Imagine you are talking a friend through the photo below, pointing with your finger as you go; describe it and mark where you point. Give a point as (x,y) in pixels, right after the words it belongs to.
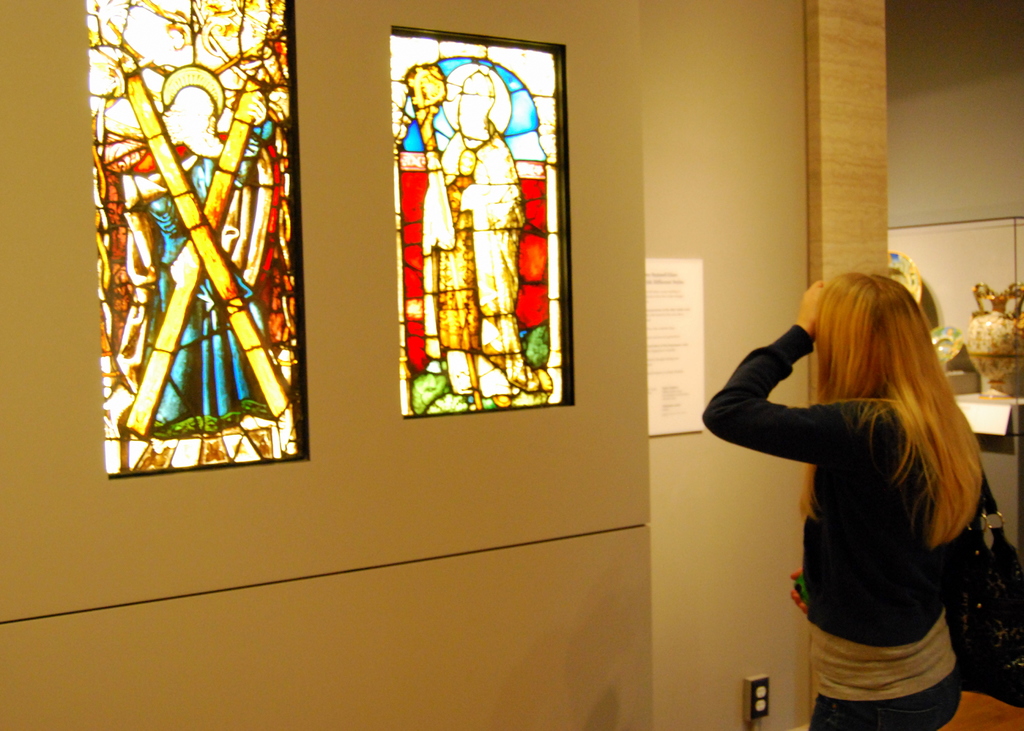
This image consists of a woman (941,561) wearing black jacket (903,551). To the left (336,170), there is a wall (112,538) on which there are two frames (473,265). To the right (989,326), there is a pot (989,341) made up of ceramic (996,370).
